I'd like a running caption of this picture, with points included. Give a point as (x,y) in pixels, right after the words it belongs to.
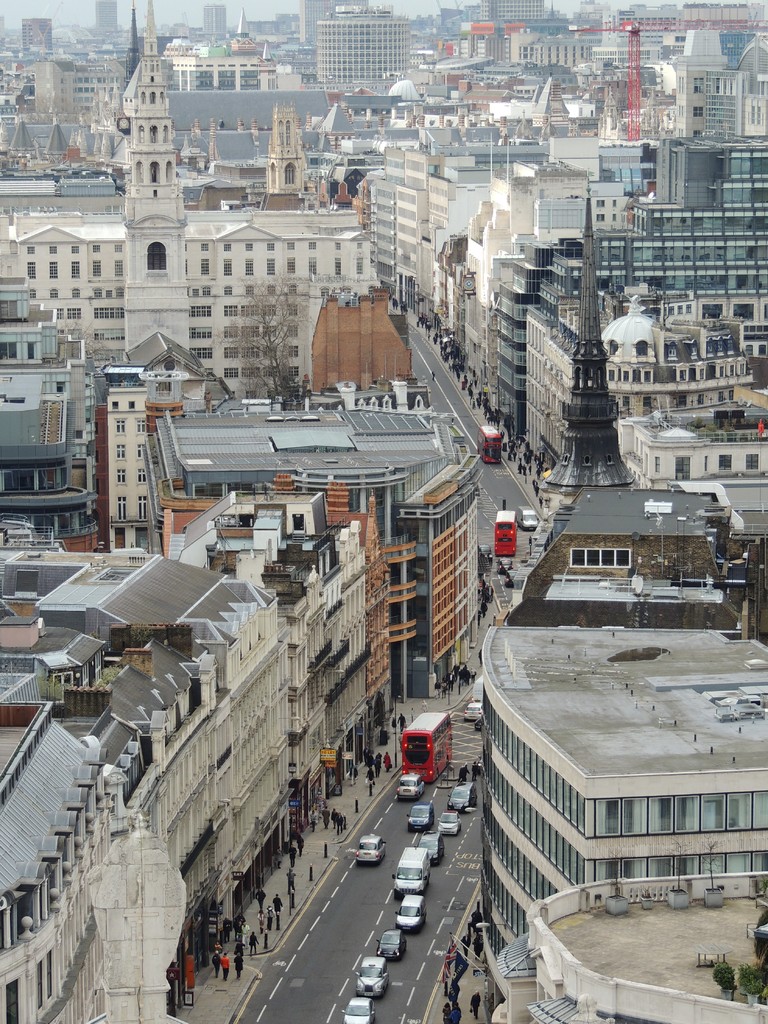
In the image we can see there are many buildings (319,456) and a building crane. Here we can see vehicles (422,893) on the road (370,885). There are even people (340,816) standing and wearing clothes (297,840). Here we can see the sky (178,21).
